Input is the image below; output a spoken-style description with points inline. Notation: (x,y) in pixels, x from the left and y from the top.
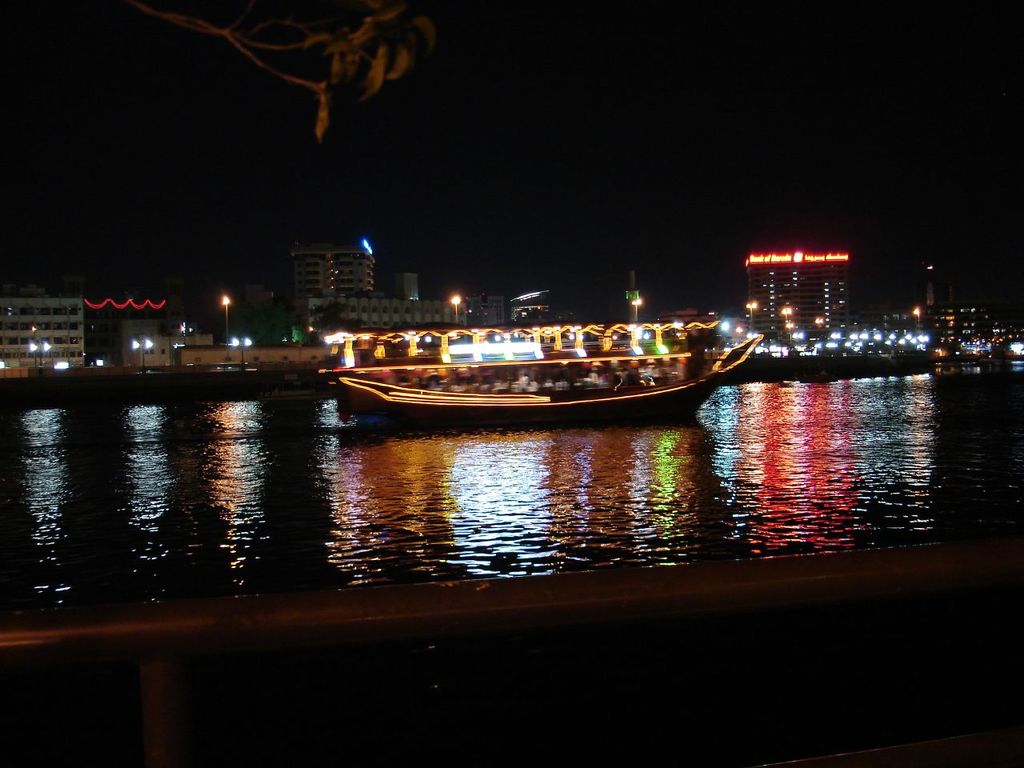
In this image, we can see a boat (392,340) on the water (453,538) and in the background (874,327), there are buildings (820,277), lights (863,337) and we can see poles (753,317) and boards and there is a tree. At the top (733,142), there is sky (619,116).
